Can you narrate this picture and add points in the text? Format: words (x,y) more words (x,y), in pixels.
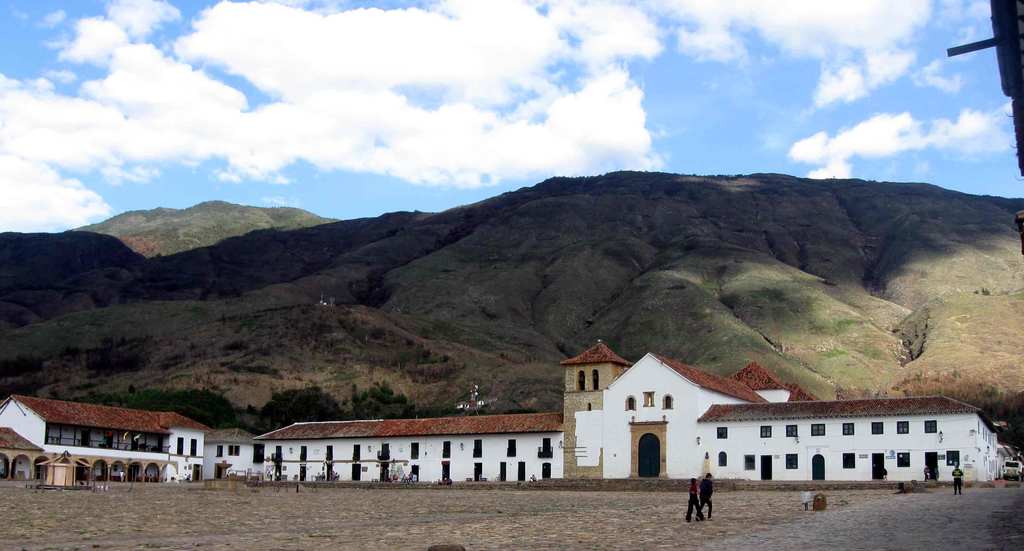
In this picture we can see the buildings (398,433) and hills (509,400). In front of the buildings (835,426), there are people (924,469), a road (929,490) and some objects (67,475). On the right side of the image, it looks like a vehicle (1018,466). At the top of the image (614,89), there is the sky (668,85).
